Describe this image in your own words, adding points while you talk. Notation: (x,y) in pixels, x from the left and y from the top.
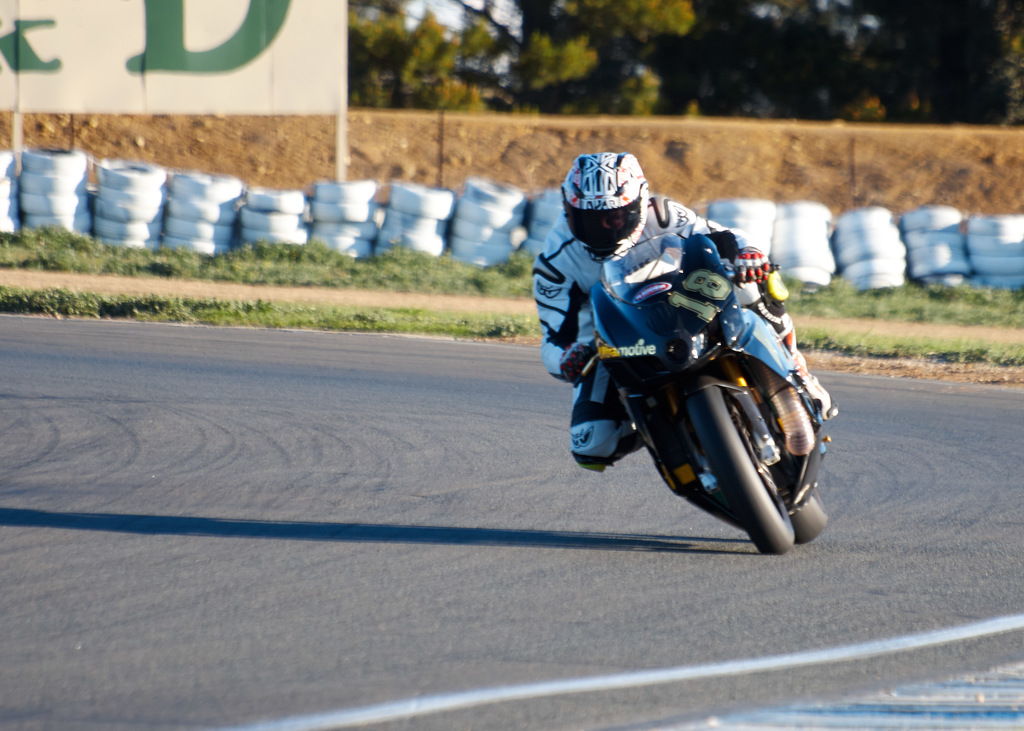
In this picture I can observe a person (615,249) driving a bike (671,485) on the road (435,480). He is wearing white color suit (582,293) and a helmet (572,211) on his head (620,195). In the background (653,150) I can observe white color tires (402,215) and a wall (550,153). Behind the wall (417,147) there are some trees (584,51).
